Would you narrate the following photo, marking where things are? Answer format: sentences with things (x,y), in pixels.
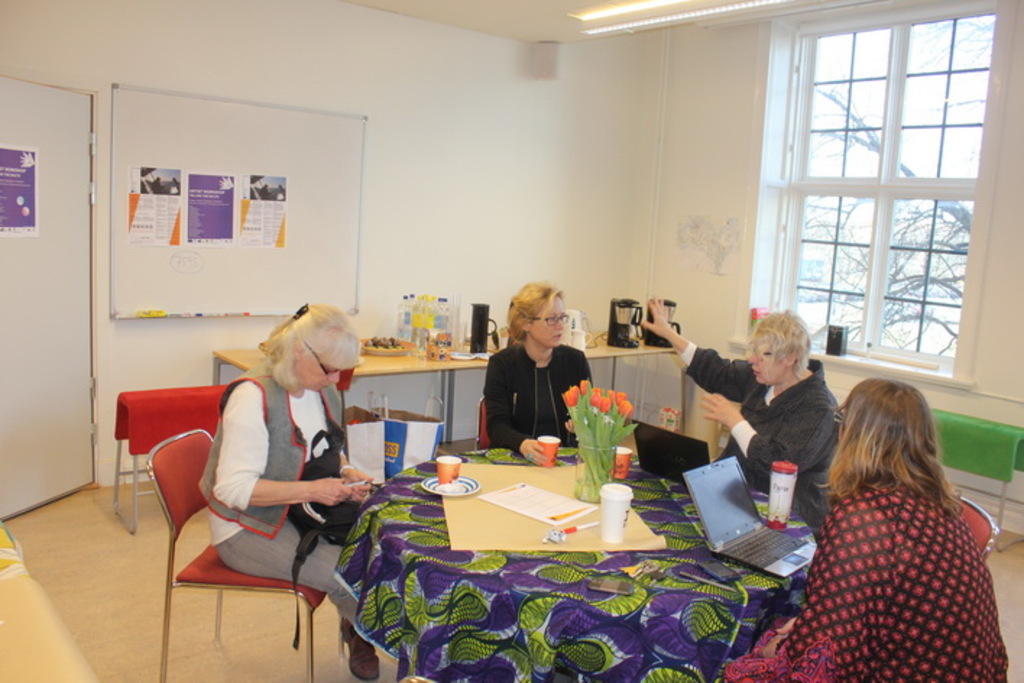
In this image I see 4 women (954,672) who are sitting on the chairs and there is a table (636,459) in front of them. On the table (787,605) I see cups (621,484), laptops (651,436) and a flower vase (586,405). In the background (331,7) I see the window (978,50), wall (374,288), door (60,146) and few papers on it and a table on which there are many things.
